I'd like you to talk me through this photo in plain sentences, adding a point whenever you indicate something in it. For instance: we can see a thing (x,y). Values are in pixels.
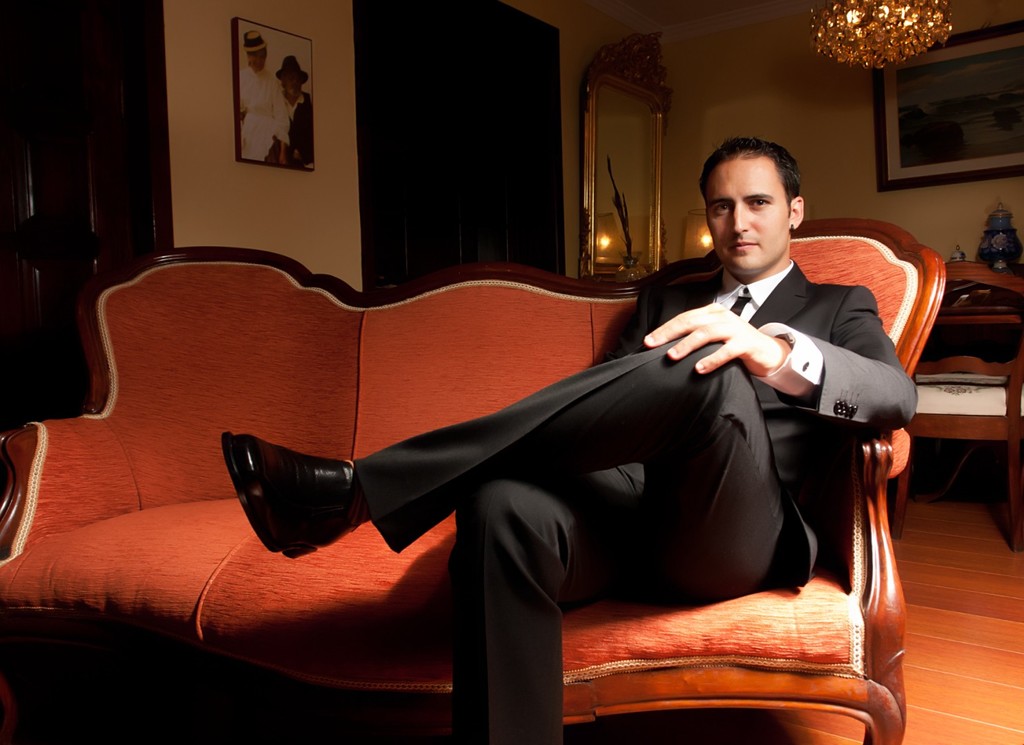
At the bottom of the image (64,539), there is a sofa of orange color (793,629) on which a person (795,285) is sitting, who's wearing a black color suit (745,394). Both side of the image, there is a wall of cream in color (345,149) and a wall painting (237,22) is there on it. On the right top (941,22), there is a chandelier (877,54) hangs. In the middle (599,266) right, mirror (646,137) is there. This image is taken inside a room (855,169).
